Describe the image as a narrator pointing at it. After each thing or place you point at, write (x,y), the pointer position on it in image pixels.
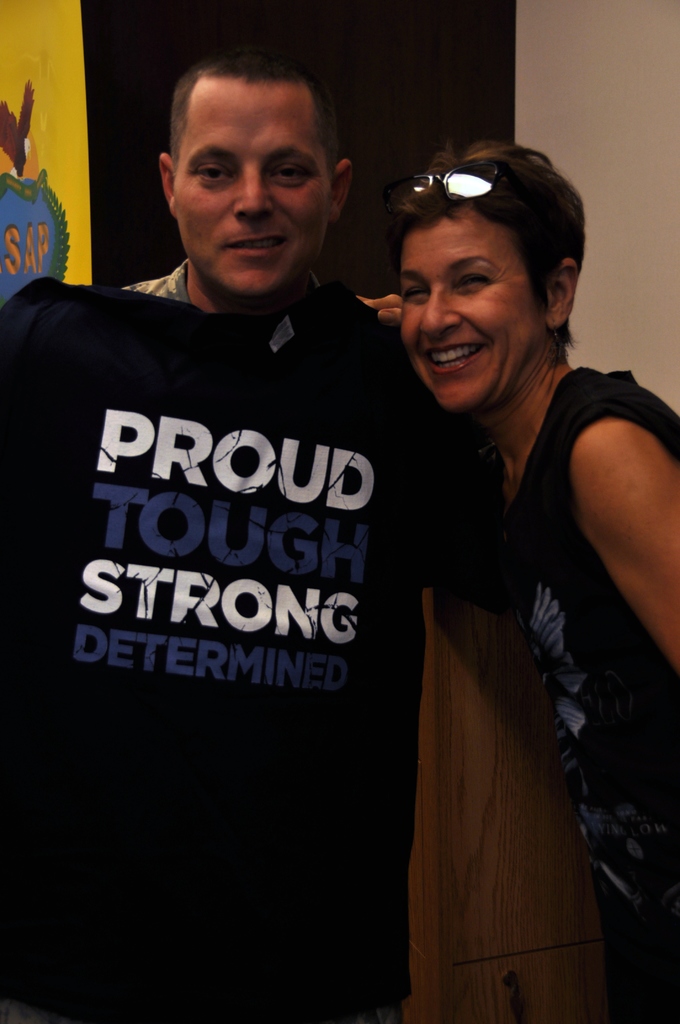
In this image there are people (292,246), t-shirt (329,551), goggles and objects (47,133). Something is written on the t-shirt (230,541). Near that woman (635,595) there are goggles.
